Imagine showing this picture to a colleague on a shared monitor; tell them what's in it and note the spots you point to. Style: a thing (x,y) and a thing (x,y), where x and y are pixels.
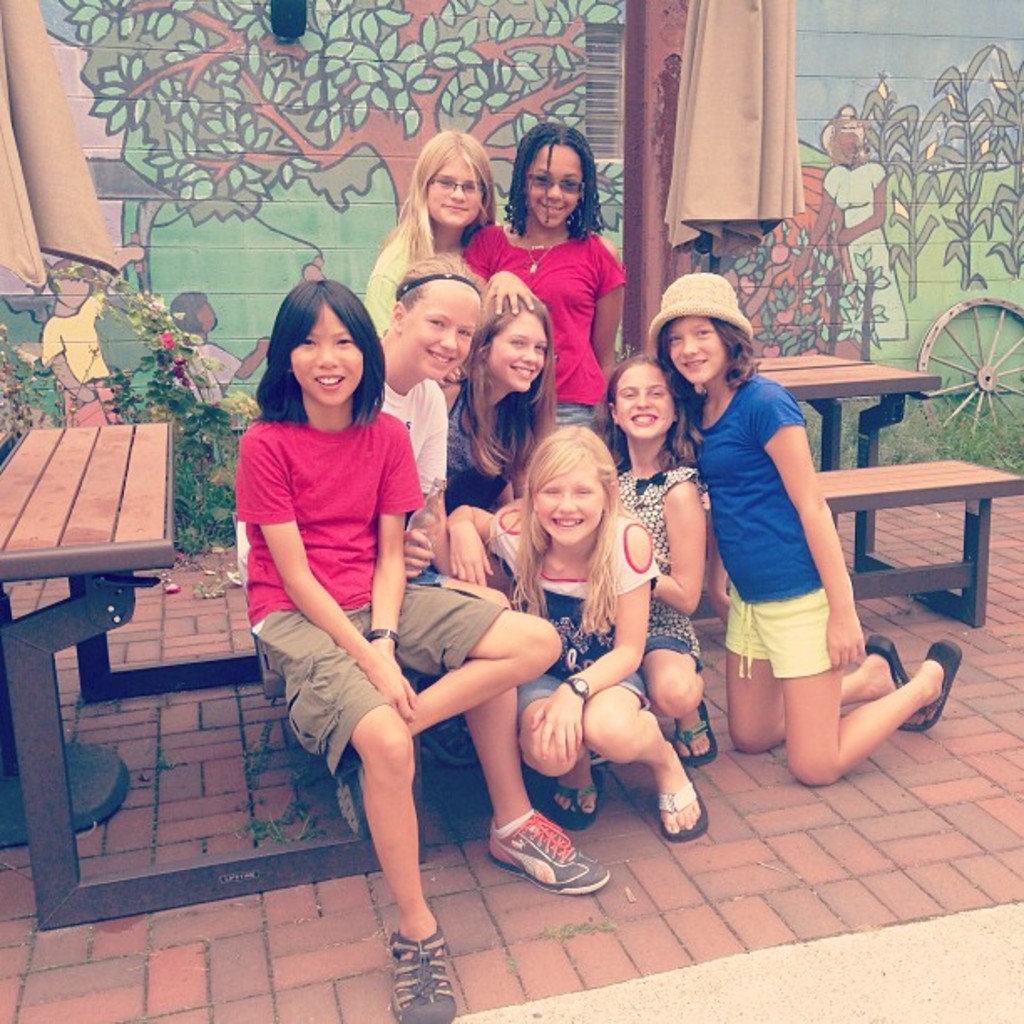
In this image there are a few people (502,591) sitting on the benches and few (546,610) are sitting on their knees (644,661). In the background (267,216) there is a painting (389,147) on the wall (346,215), in front of the wall (204,373) there are plants (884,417), grass (913,423), pole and a few other objects (693,153).
